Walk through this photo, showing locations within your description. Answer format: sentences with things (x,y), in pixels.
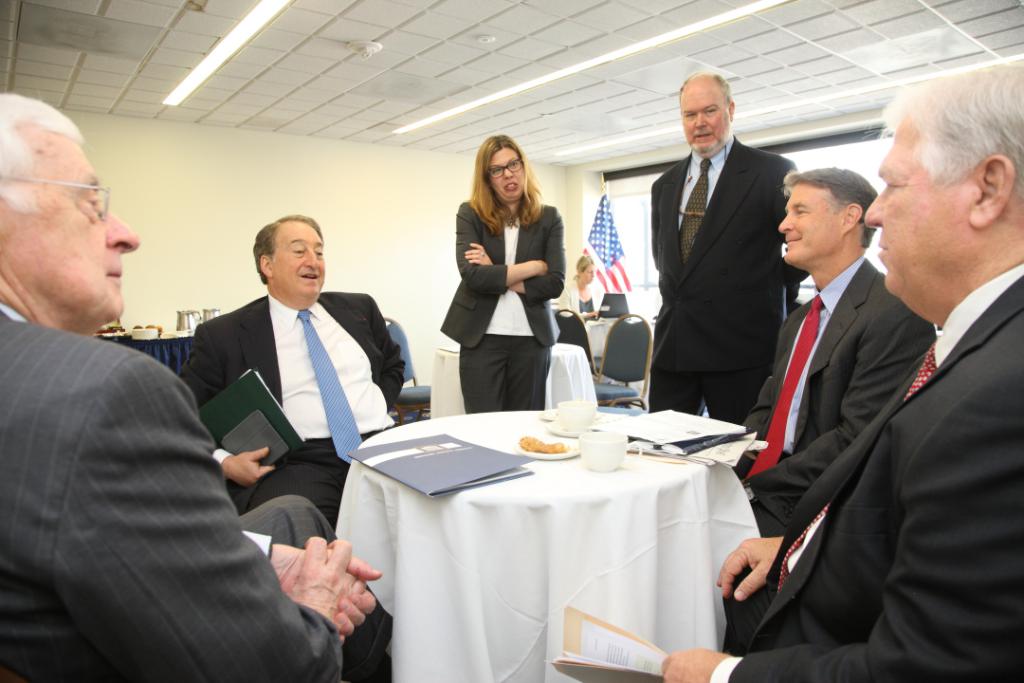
There are four persons (826,604) sitting on the chairs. This is table (505,544). On the table (575,581) there is a cloth (569,508), cups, papers (672,416), and food (526,449). Here we can see two persons (689,271) are standing on the floor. These are the chairs (600,363). On the background (361,205) there is a wall (419,202) and this is flag (610,270). And there are lights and this is roof (368,64).
